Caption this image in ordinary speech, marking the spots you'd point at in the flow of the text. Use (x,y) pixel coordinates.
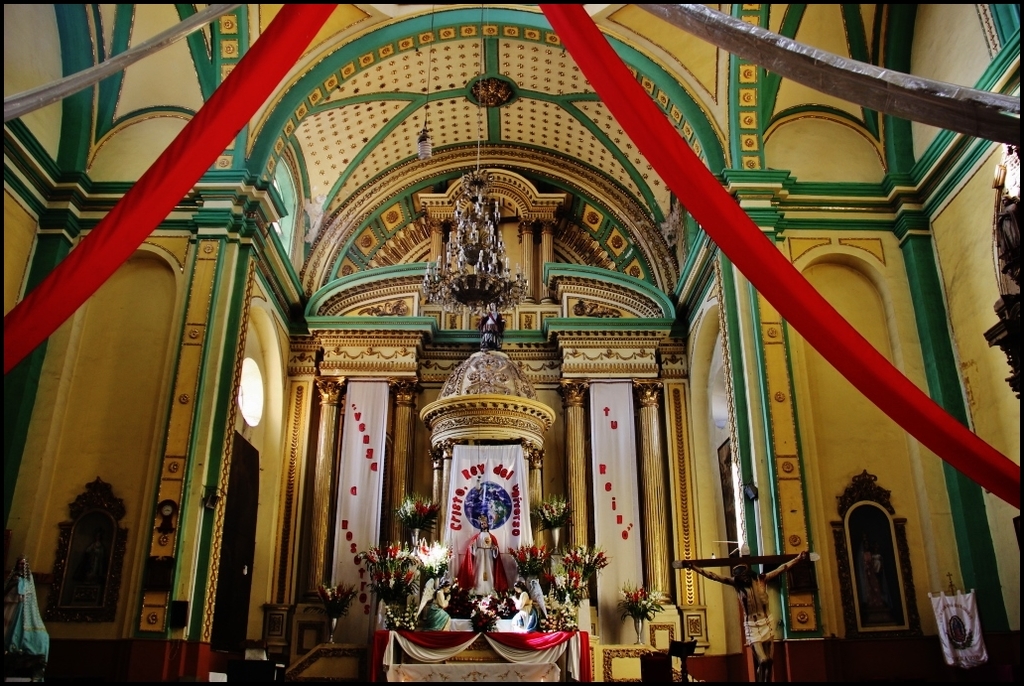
This image might taken in church (337,406). In this image we can see statue (479,541), flowers (440,548), curtains (373,452), windows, statues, light (478,289), pillars (536,472), ventilator (248,388) and wall (274,372).
